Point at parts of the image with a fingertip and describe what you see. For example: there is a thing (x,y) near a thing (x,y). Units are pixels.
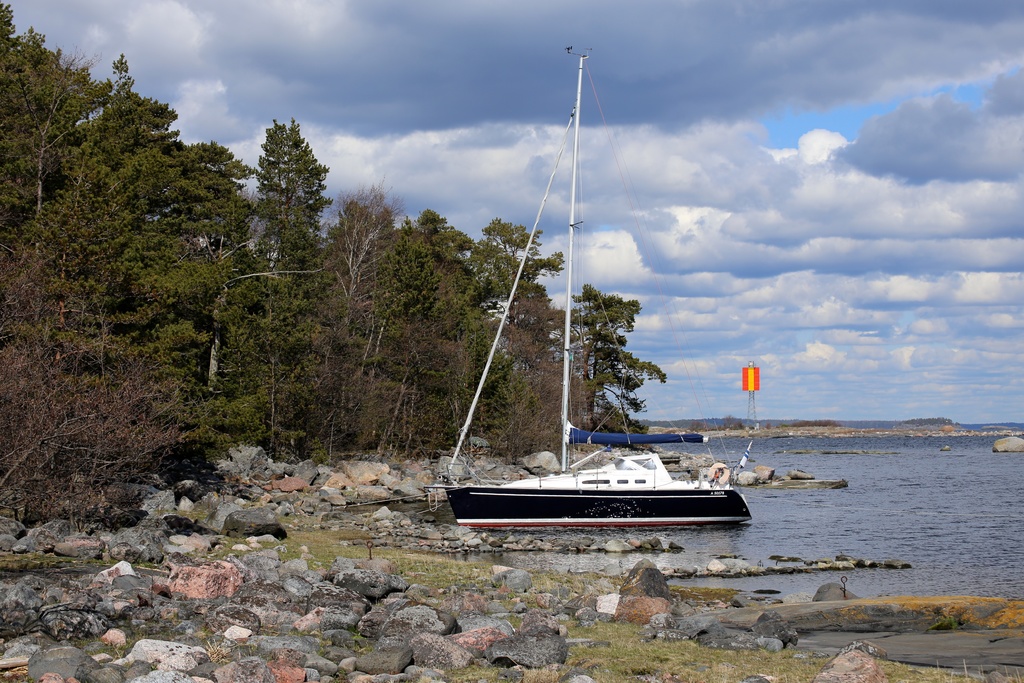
This is an outside view. At the bottom (213,566) there are many rocks (296,570) and grass (590,650) on the ground (590,625). On the right side (888,506) there is a sea (888,506). In the middle of the image (503,326) there is a boat (595,521) on the water (805,548). On the left side (111,306) there are many trees (200,289). At the top of the image (803,125), I can see the sky (753,110) and clouds (687,67).
